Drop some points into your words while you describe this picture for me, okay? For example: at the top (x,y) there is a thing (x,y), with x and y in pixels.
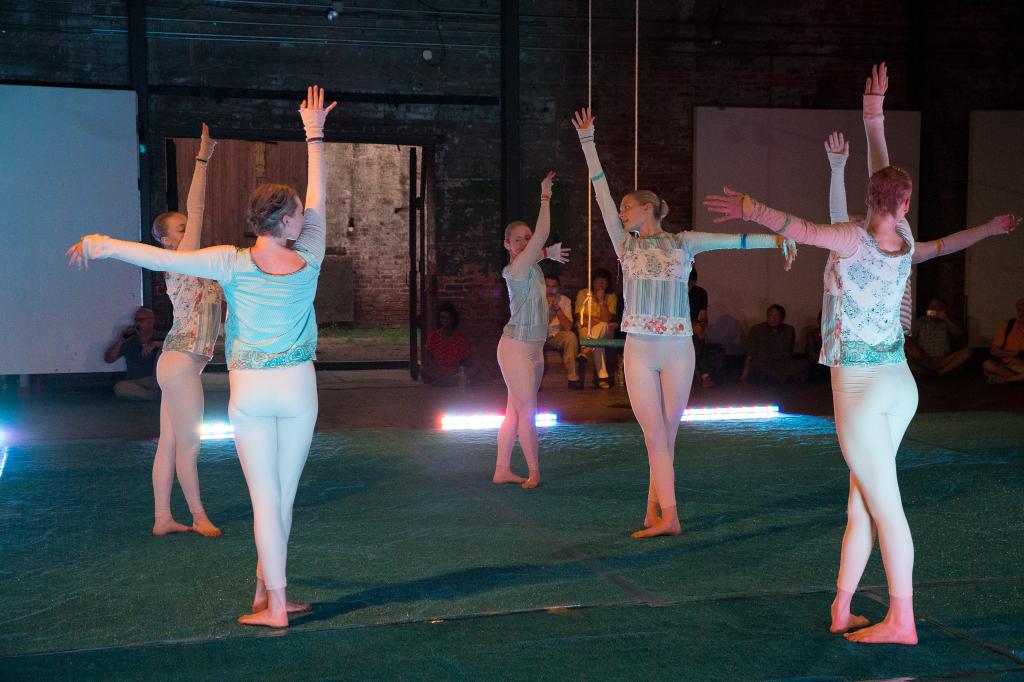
In the picture I can see five women (197,311) wearing blue color tops (305,341) and white color pants (857,437) are standing on the ground (579,672). In the background (953,350), I can see few people (925,330) are sitting, I can see white color boards (58,338), some wires (636,125) and the wall (391,68).
